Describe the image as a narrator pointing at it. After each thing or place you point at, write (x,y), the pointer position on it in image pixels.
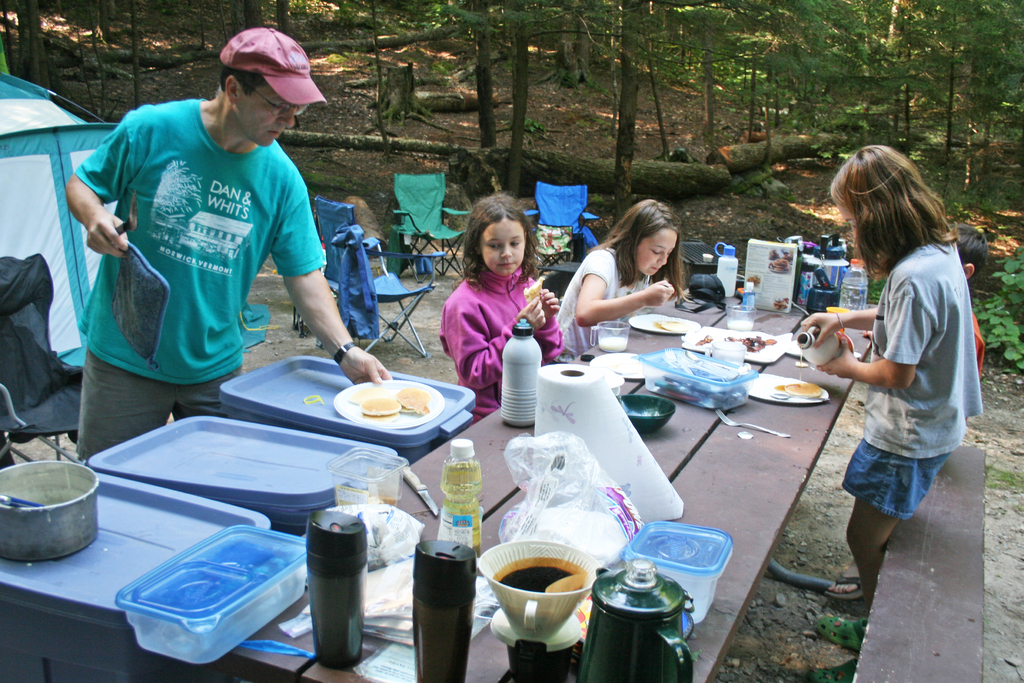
In this image there are two persons (552,312) sitting and eating some food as we can see in the middle of this image (595,283). There is one kid (896,345) standing on the right side of this image (837,358) is holding a bottle (825,348) and there is one kid (965,241) is back side to this kid (908,352). There is a table (791,317) in the bottom of this image (477,577) and there are cups (448,585), bottles (532,386) and some other objects (590,467) are kept on to this table (778,412). There is one person (234,278) standing on the left side of this image (186,274) is holding an object (149,307). There are some trays (175,468) kept on the left side of this image (282,496). There are some chairs (412,209) in the middle of this image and there are some trees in the background (624,66). There is a tent (79,149) on the left side of this image (77,220). There is a bench (897,601) on the bottom right corner of this image (904,601).
